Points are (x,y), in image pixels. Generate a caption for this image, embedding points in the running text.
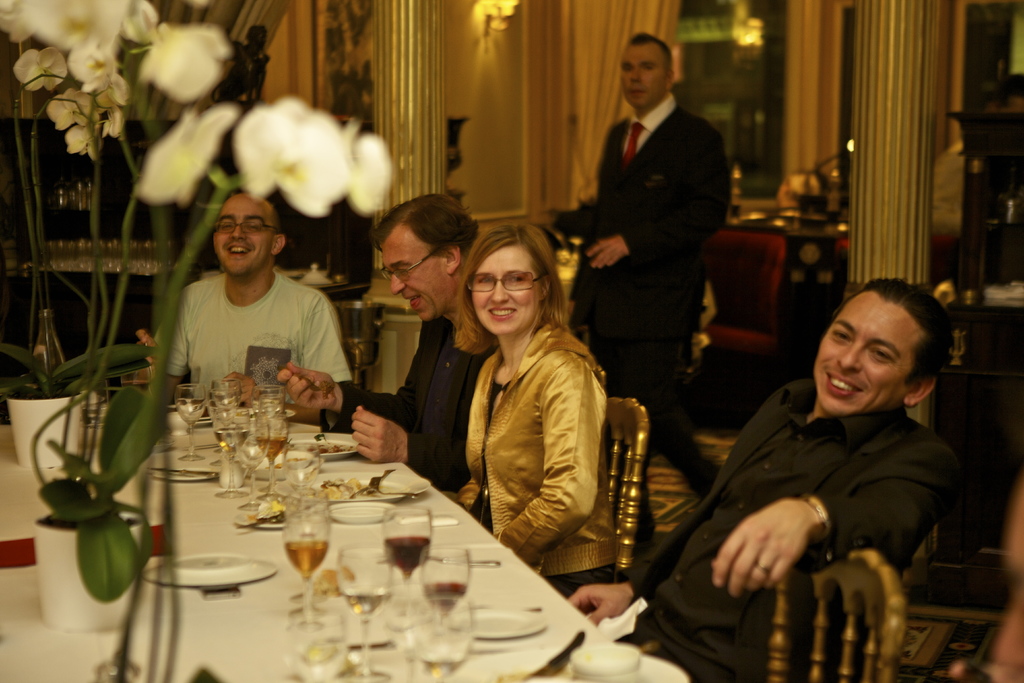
This is a picture in a restaurant (385,366), there are group of people (245,334) sitting on a chair (854,597). There is other man (602,260) in black blazer (650,180) with white shirt (646,128) standing. In front of the people (464,413) there is a table (463,541), the table (239,601) is covered with a white cloth (212,519) on the table (271,597) there is a glasses (317,560), plate (505,633), spoons (377,487). On the plate (358,488) there is a food (336,488), on the table (182,507) there is a flower pot (54,550). Background of this people (580,302) there is a gold color pillar (411,94) and a wall (480,82) on the wall (485,64) there is a light (483,18).
